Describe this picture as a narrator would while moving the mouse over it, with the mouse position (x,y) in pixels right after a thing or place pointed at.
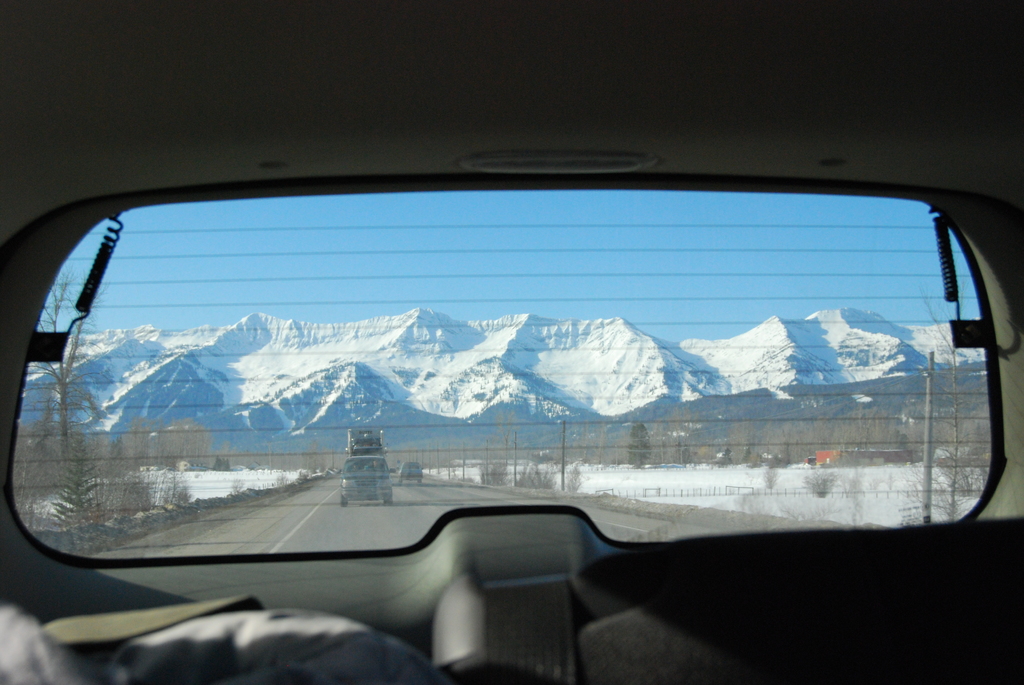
This picture is taken inside a vehicle (81,159). Few vehicles (367,492) are on the road (366,513). On both sides of the road (546,499) there are few plants (543,474) and trees (177,445) on the land (674,479) which is covered with snow (659,490). Background (557,367) there are few hills (566,379). Top of it there is sky (588,266).
